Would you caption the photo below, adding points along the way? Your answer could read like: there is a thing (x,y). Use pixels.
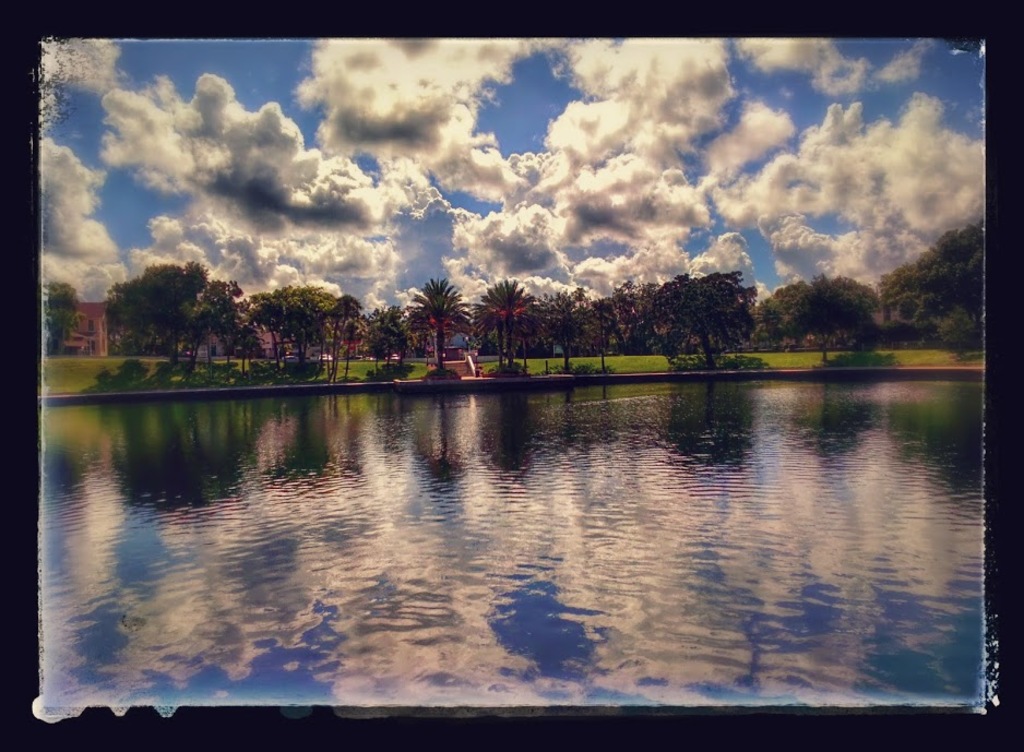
In this image we can see a group of trees (930,314), buildings (82,340). In the foreground (208,593) we can see water (484,493) and in the background (884,169), we can see the cloudy sky (501,226).
